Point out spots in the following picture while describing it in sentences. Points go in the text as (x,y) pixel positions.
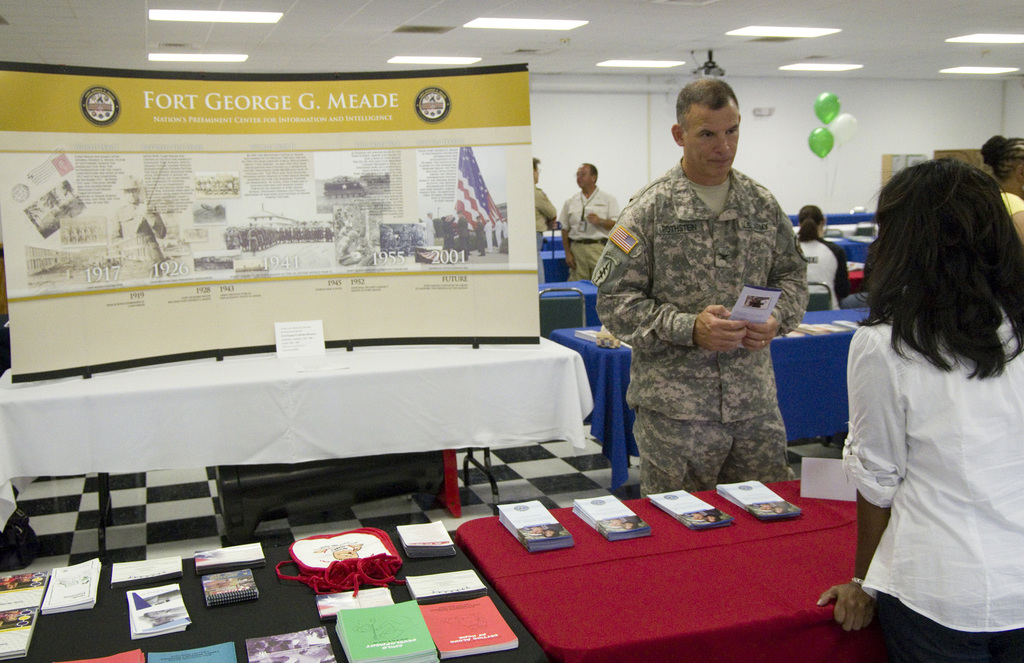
In this image, we can see people (828,279) and some are wearing uniforms (727,187) and holding objects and there are books (463,624), papers (160,561) and some objects (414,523) are on the tables (455,537) and we can see chairs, balloons (828,135), a board (370,167) with some text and logos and there are lights (643,64) and posters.
